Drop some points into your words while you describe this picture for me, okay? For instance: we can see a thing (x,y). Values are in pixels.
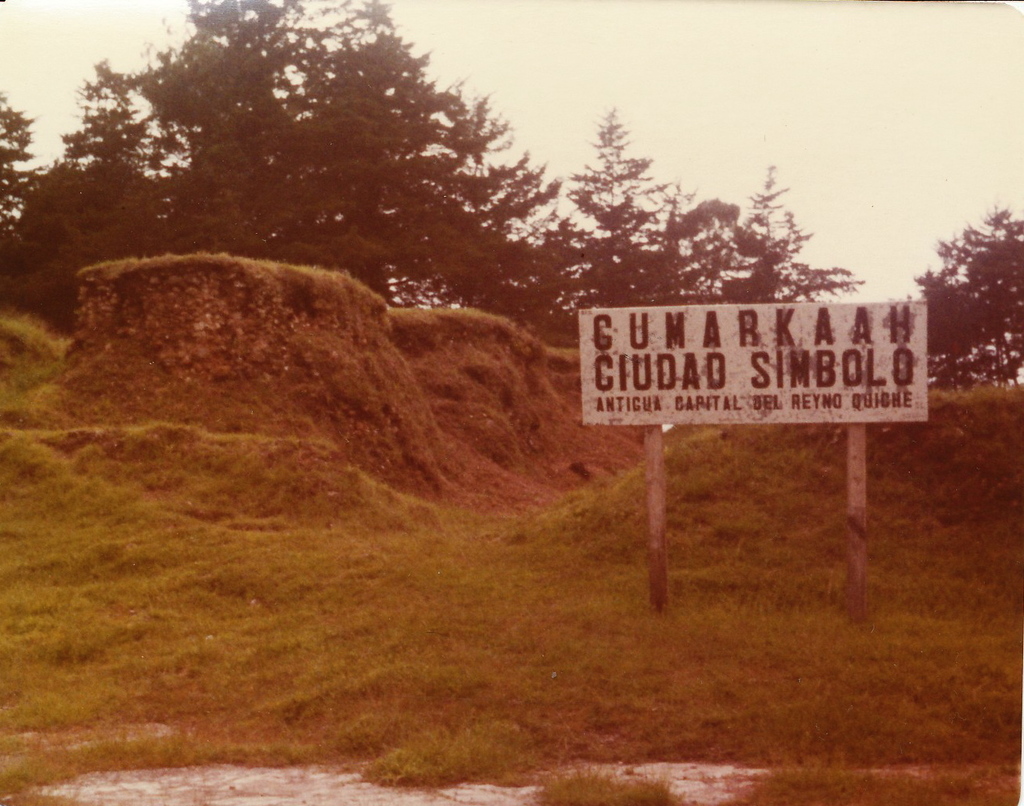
In the image we can see grass (553,617), two poles (857,572) and a board (735,365), trees (531,285) and a sky (754,185).
